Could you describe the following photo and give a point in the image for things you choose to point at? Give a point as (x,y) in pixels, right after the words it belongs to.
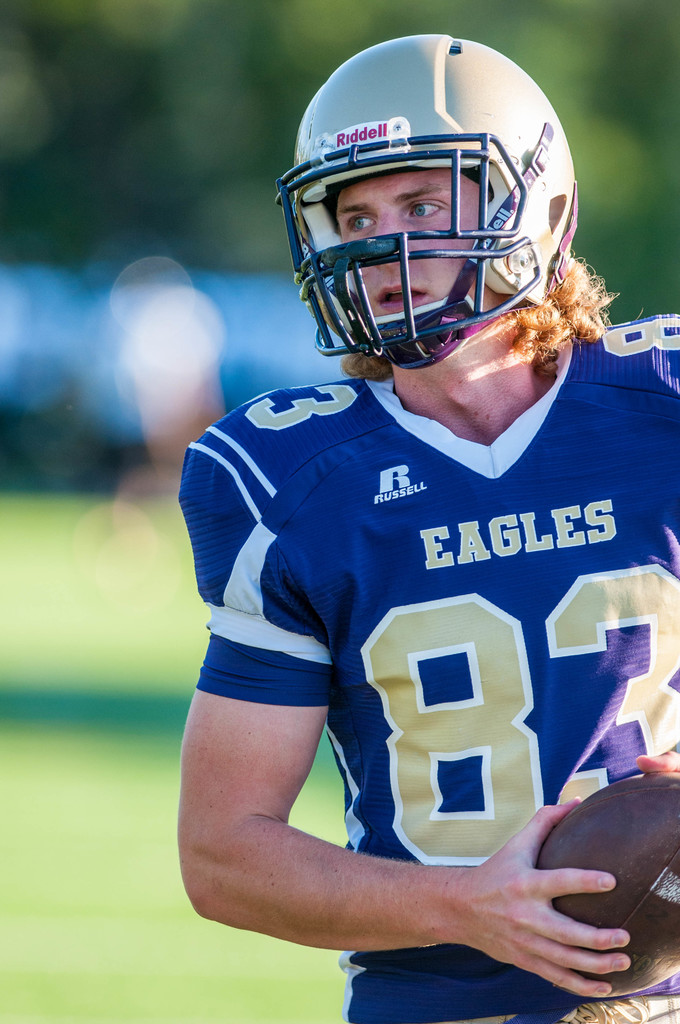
In this image we can see a man (419,787) wearing a sports dress (471,750) and holding a ball (552,837) and also we can see he is wearing a helmet (388,239) and in the background (261,121) the image is blurred.
